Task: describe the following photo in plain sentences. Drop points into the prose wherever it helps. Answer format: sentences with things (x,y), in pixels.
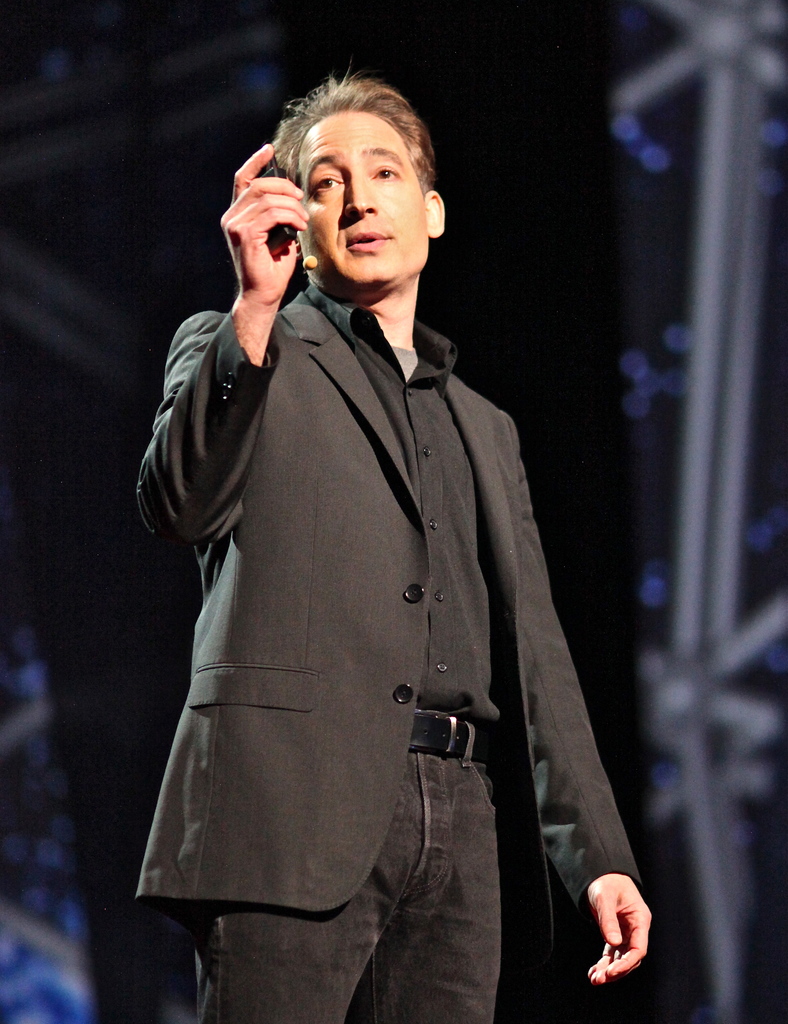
Here in this picture we can see a person (346,376) standing over a place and we can see wearing totally black colored dress (196,756) on him and he is speaking something in the microphone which is present over to his ear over there.
